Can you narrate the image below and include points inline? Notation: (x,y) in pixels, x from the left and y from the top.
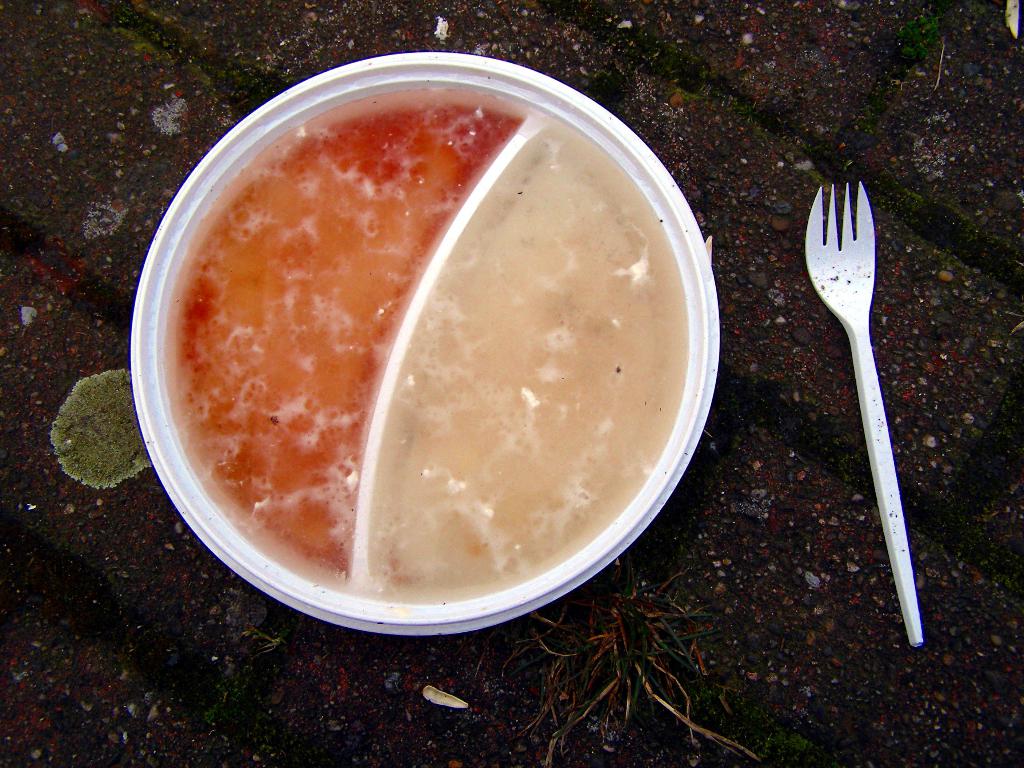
In this picture we can see a box (468,133) which is white in colour and there is partition (419,304) in between the box (405,353). This is a food (462,357) and beside the box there is a fork (866,306) which is white in colour.
